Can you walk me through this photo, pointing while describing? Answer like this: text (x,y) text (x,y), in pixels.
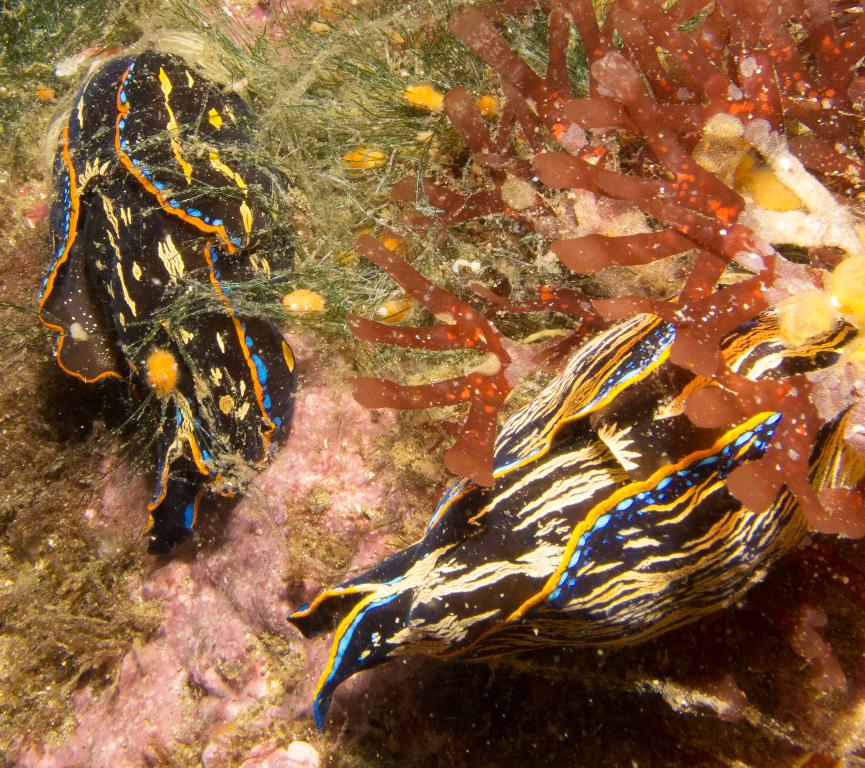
In this image there are sea slugs (640,466) and algae (106,690) in the water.
